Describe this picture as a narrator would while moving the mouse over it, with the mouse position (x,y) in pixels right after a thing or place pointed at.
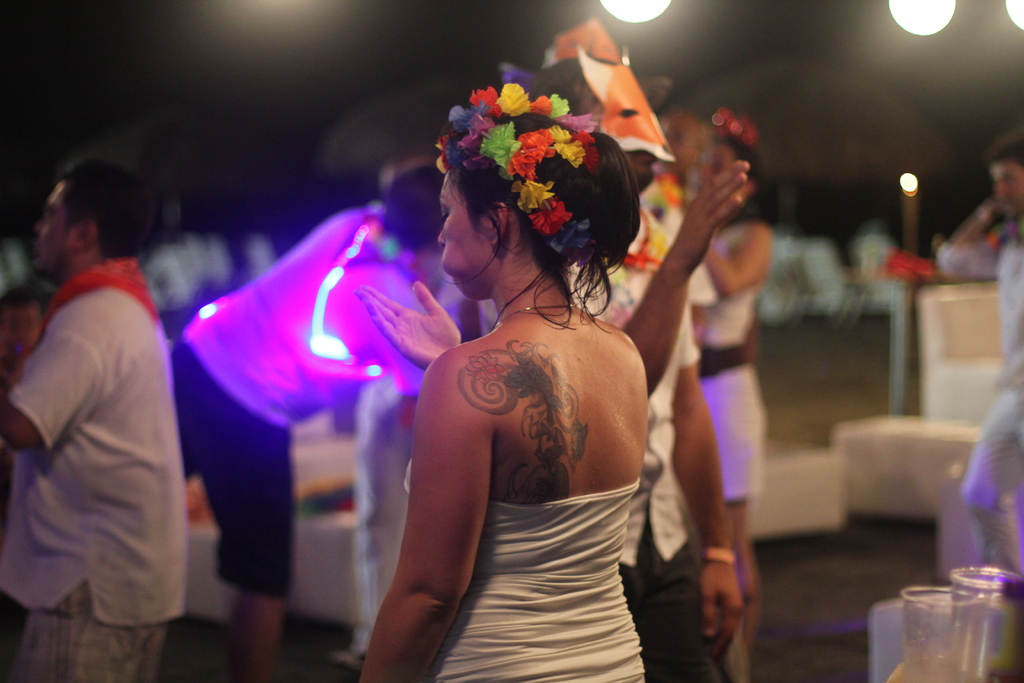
There are few persons (664,447). Here we can see glasses (962,610) and lights (933,34). There is a blur background (246,35).
